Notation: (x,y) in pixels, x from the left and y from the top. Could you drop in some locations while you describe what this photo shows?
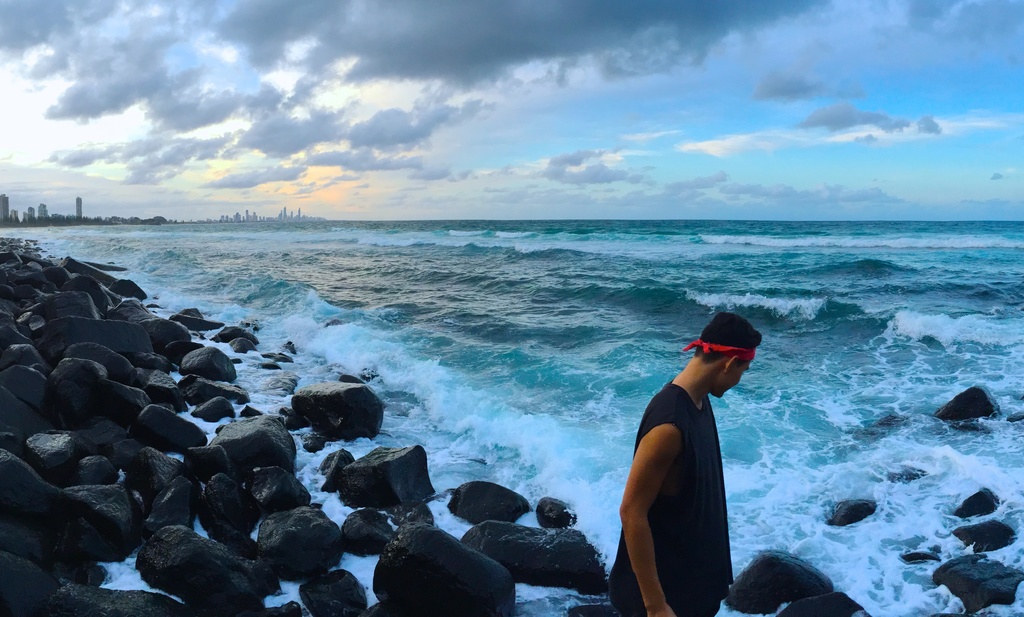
In this image I can see a person (686,442) standing and wearing black dress (697,542). I can see a water (442,279), few rocks (117,433) and buildings (46,206). The sky (629,76) is in blue and white color.
